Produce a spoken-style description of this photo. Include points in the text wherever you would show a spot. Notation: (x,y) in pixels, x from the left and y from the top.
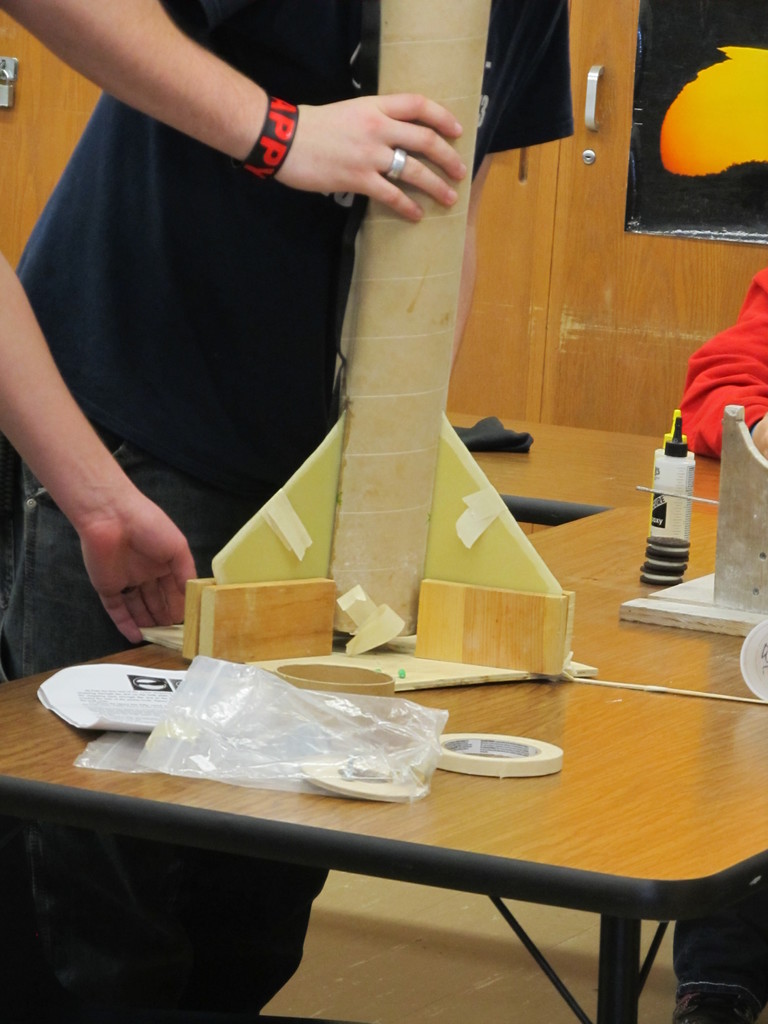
In the picture there is a table (219,805) on which tape (509,767), cover (423,745), papers (123,711) and wooden blocks (563,608) and glue bottles (670,514) are present and at the right corner (756,375) one person (756,373) in red dress (743,401) sitting behind that person (704,411) there is a door (660,364) with poster (722,150) on it and left corner (255,193) one man (256,273) is standing in black dress (214,304) and another man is holding the tube (423,85).
